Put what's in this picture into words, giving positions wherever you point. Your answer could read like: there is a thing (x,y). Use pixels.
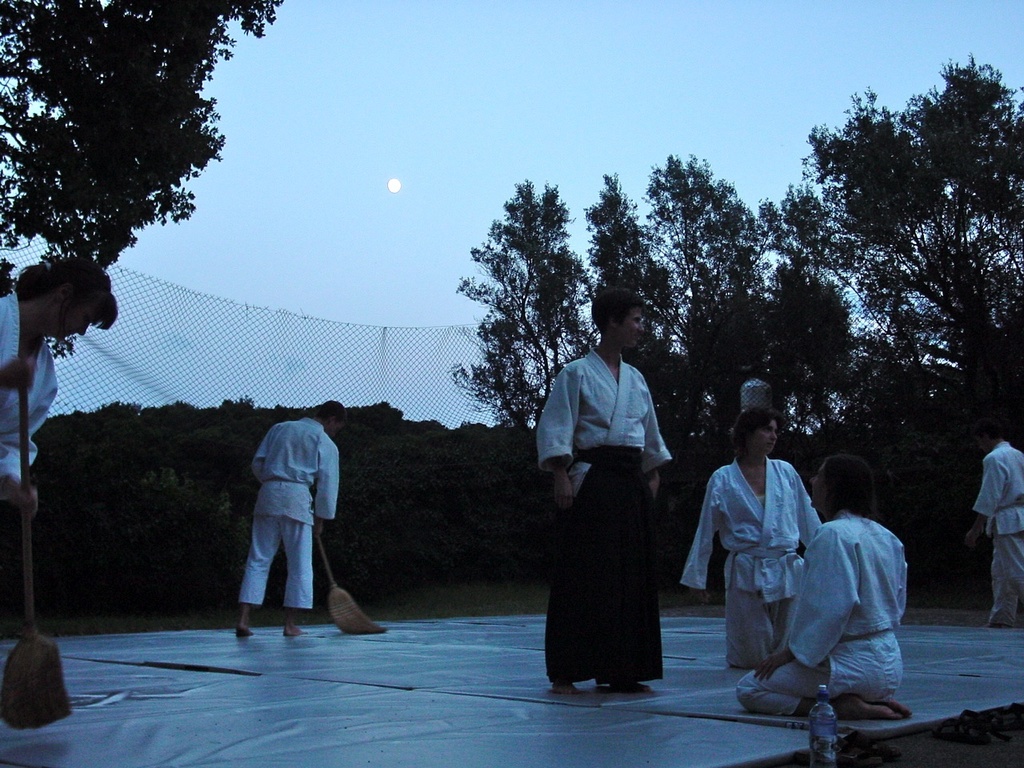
In this image we can see some group of persons (627,612) who are wearing similar color dresses (732,642) some are sitting and some are standing and sweeping the court (349,662) and at the background of the image (803,328) there are some trees (84,416), net (366,345) and clear sky (415,212).
